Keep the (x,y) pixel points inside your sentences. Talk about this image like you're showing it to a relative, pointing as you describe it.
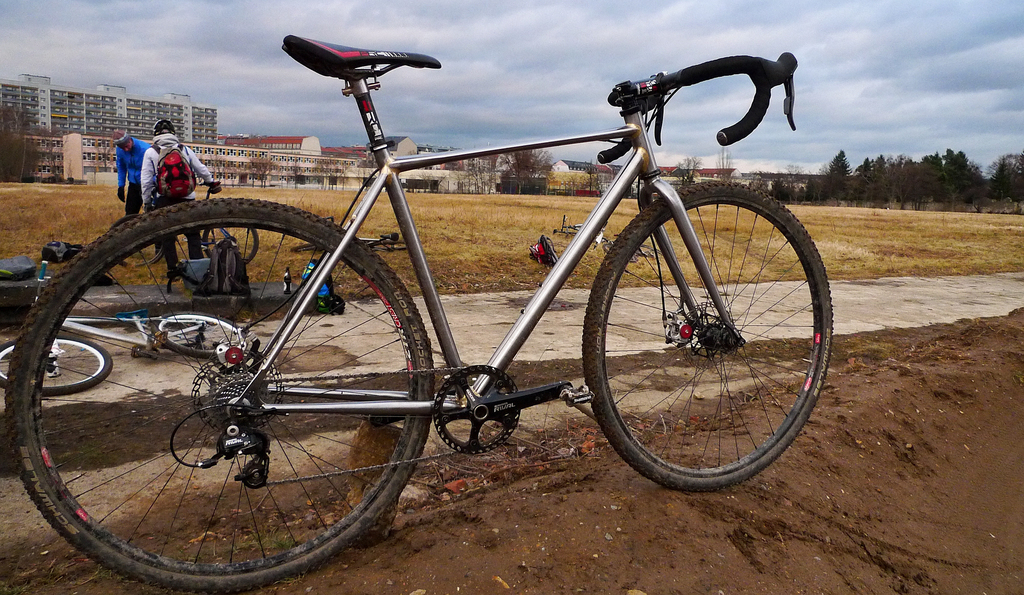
In this image I can see bicycles (485,408). There are two people (125,146), bags (173,152), trees (690,159), buildings (576,185) and there are some other objects (339,312). In the background (328,121) there is sky (215,75).
